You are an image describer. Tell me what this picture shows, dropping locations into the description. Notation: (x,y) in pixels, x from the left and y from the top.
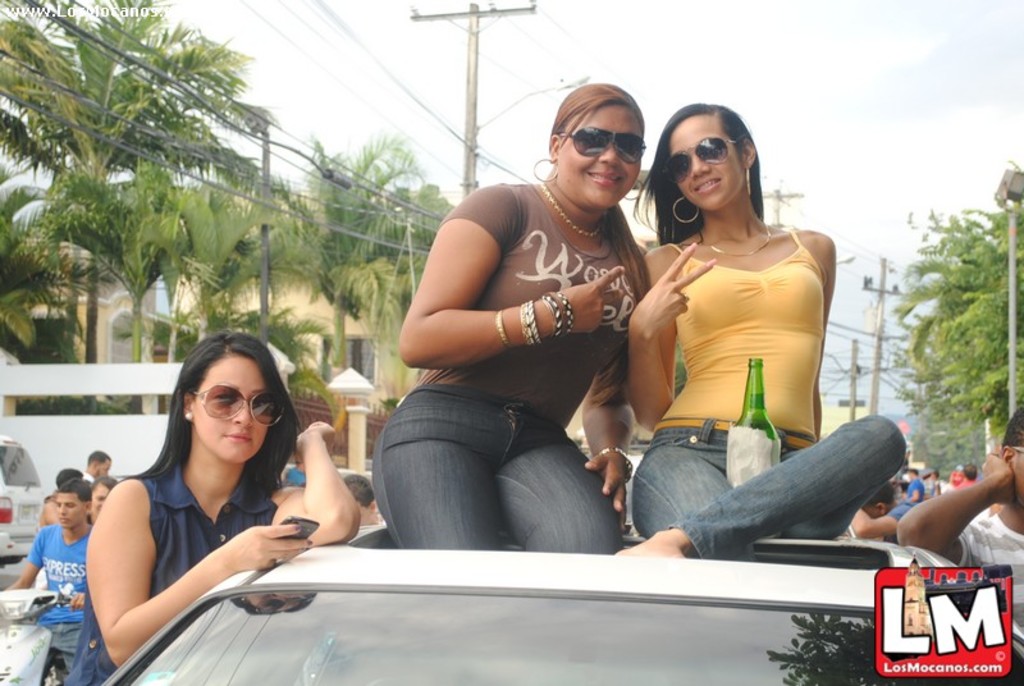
This picture is clicked outside. In the foreground (608,571) there is a woman (234,545) wearing blue color dress (197,542), holding a mobile phone (303,536) and standing and we can see the two women (671,285) wearing t-shirts (529,394) and sitting on the top of the car (701,582). In the background (983,387) we can see the sky (969,64), poles (1014,226), cables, trees (381,187) and buildings (84,343) and group of persons (69,525). At the bottom right corner (955,627) there is a text (963,630) on the image.
